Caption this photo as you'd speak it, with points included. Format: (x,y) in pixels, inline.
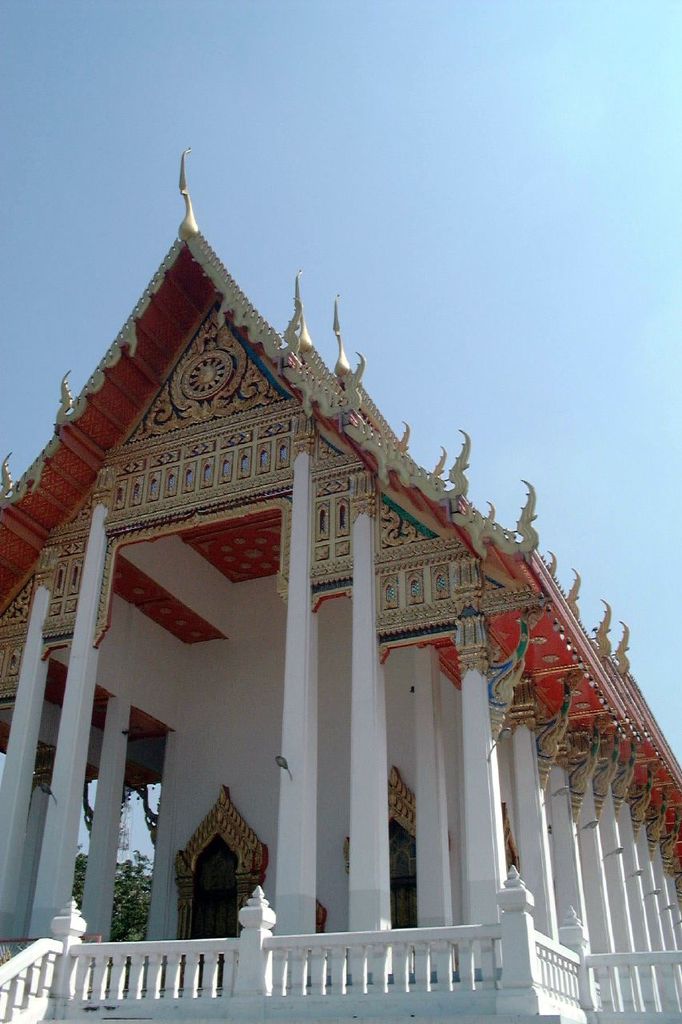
In this image I see a building (224,299) which is colorful and I see the pillars (297,810) which are of white in color and in the background (3,353) I see the sky (436,228) which is blue in color.
